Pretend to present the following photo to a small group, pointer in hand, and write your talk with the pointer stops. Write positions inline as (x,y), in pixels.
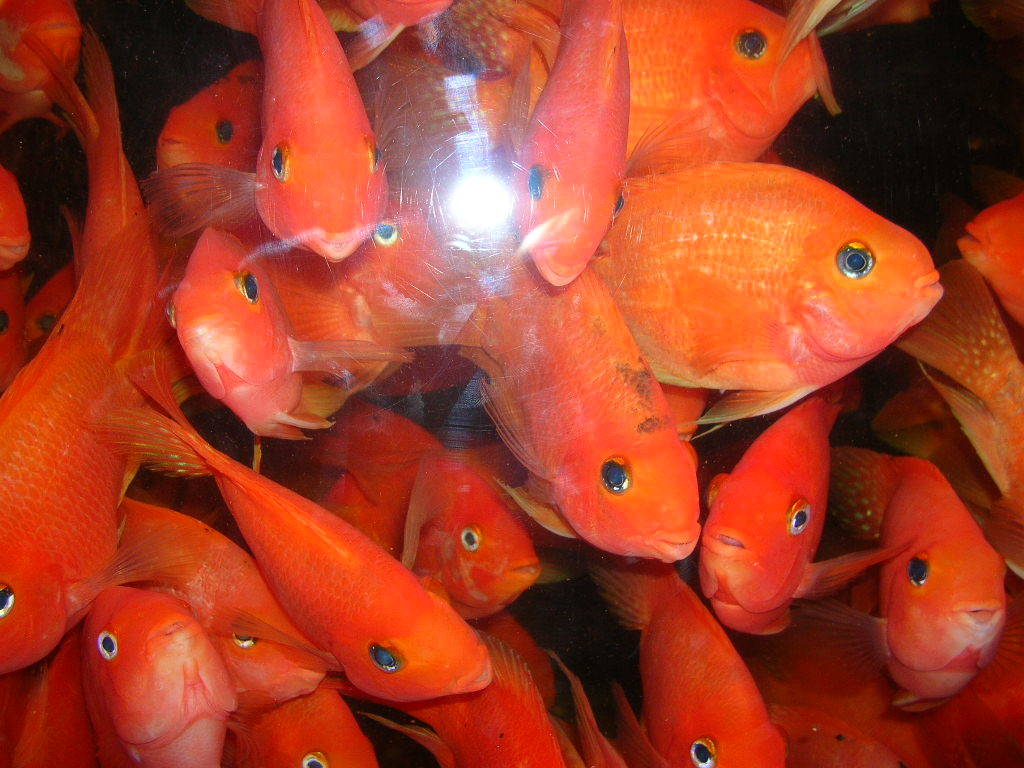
In this picture we can see a group of fishes (236,710) and in the background (863,113) it is dark.
